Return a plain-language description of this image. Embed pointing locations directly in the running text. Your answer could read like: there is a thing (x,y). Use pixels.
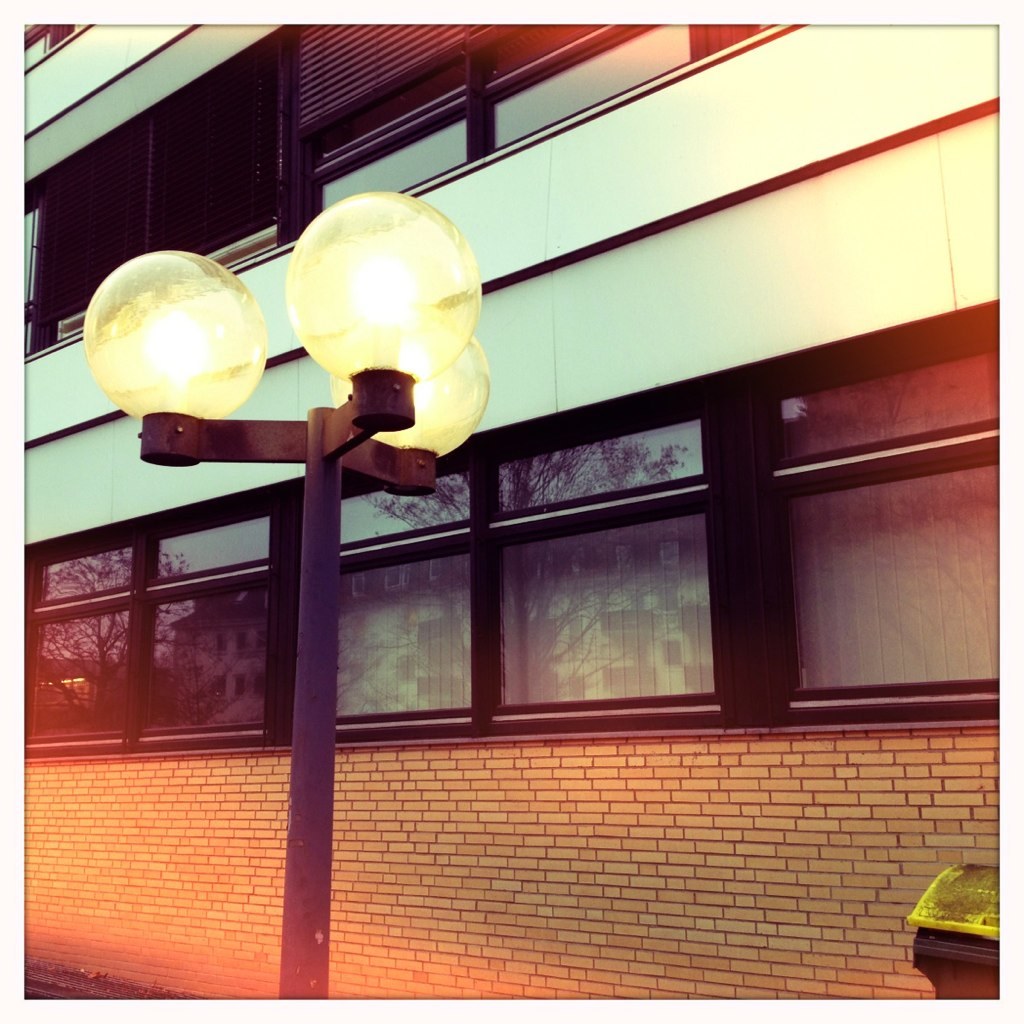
In the foreground of the image (328,681) we can see three lights (223,374) placed on the pole (297,833). In the background (457,969), we can see a building (887,875) with group of windows (661,558) and a trash bin (970,947).
